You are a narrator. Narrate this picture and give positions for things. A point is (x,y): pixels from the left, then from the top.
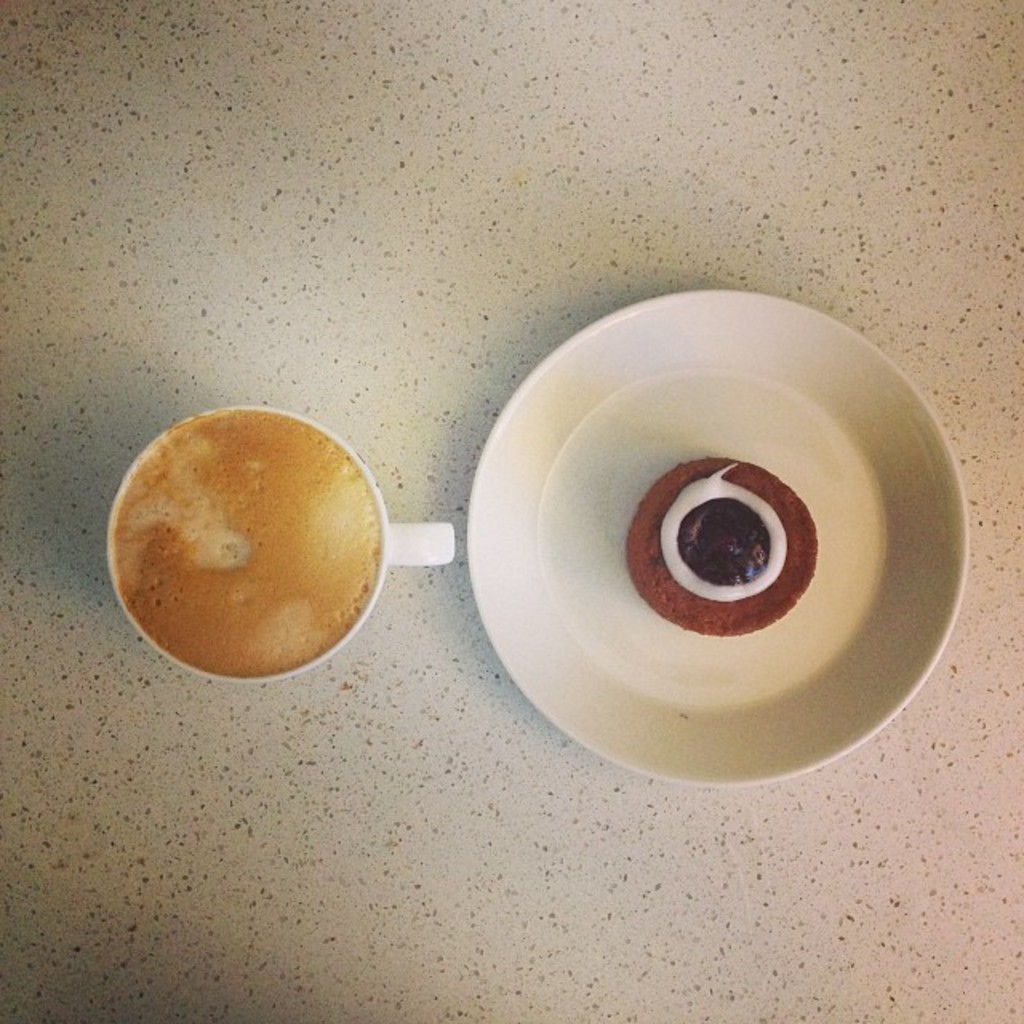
This picture contains a cup (278,444) containing the coffee (276,545) and a plate (705,398) containing the cupcake (656,600). In the background (508,307), it is white in color and it might be a table (335,773).
